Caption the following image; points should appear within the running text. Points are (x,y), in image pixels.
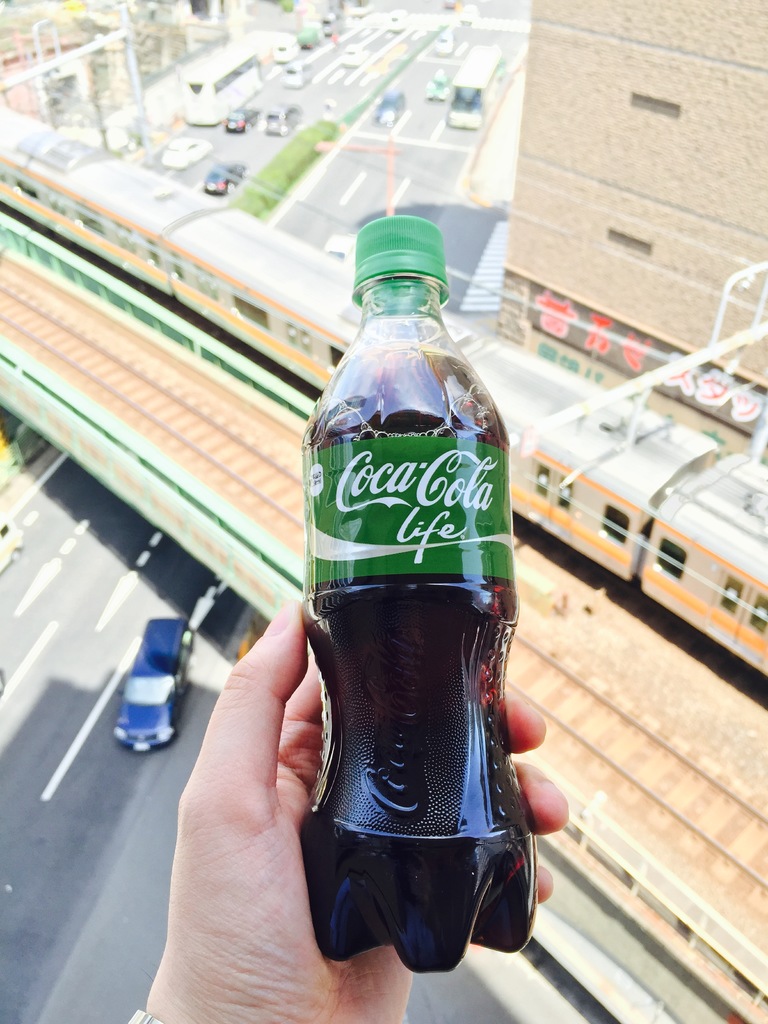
In this picture we can see building (718,216), a train (131,215) over a bridge (148,301) and vehicles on the road (142,851). This is a divider (426,44). we can see a woman's hand (265,781) holding a coca cola bottle (423,409).
